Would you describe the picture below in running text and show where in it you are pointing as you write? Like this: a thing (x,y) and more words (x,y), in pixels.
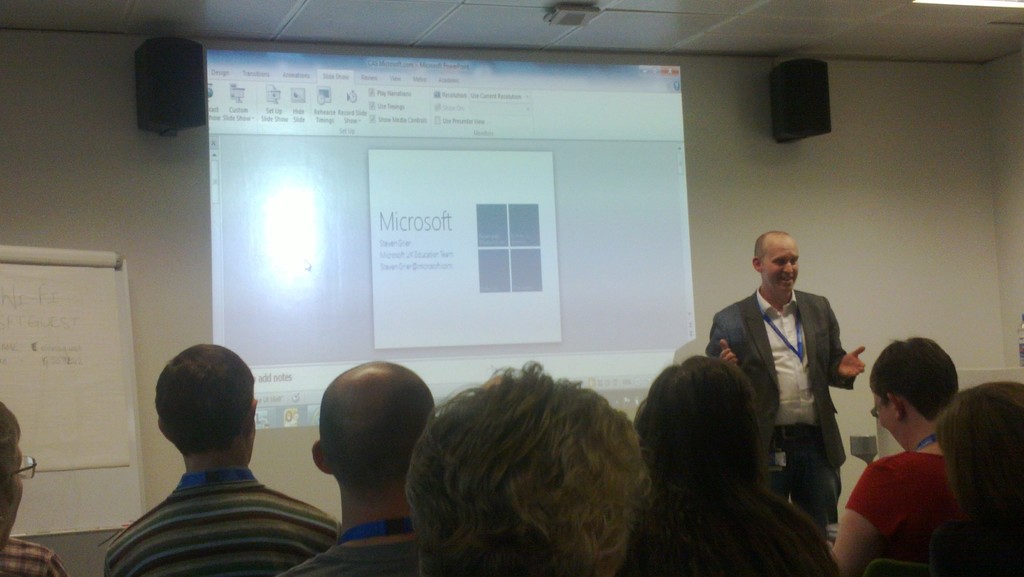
In this picture I can see few people (618,499) are sitting and I can see a man (793,351) standing and I can see projector light (554,241) on the wall (691,206) and I can see couple of speakers (168,46) and a paper (50,281) on the white board (123,458) with some text (39,335) on it.
